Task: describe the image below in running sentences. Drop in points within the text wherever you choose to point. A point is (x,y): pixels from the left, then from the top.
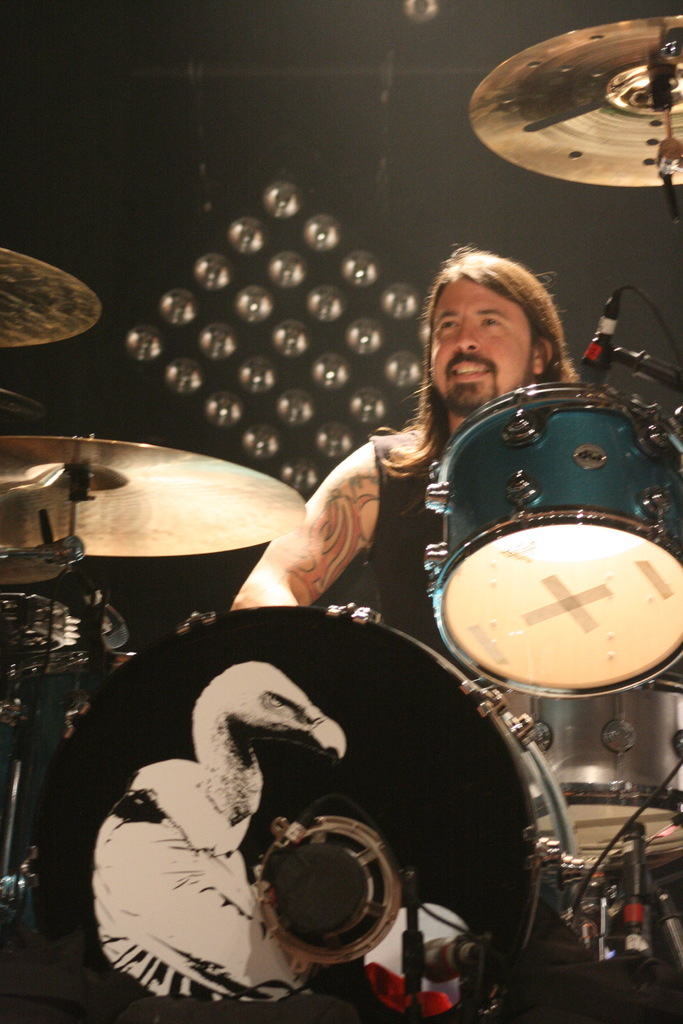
As we can see in the image there is a man (365,455) playing musical drums (63,761).
